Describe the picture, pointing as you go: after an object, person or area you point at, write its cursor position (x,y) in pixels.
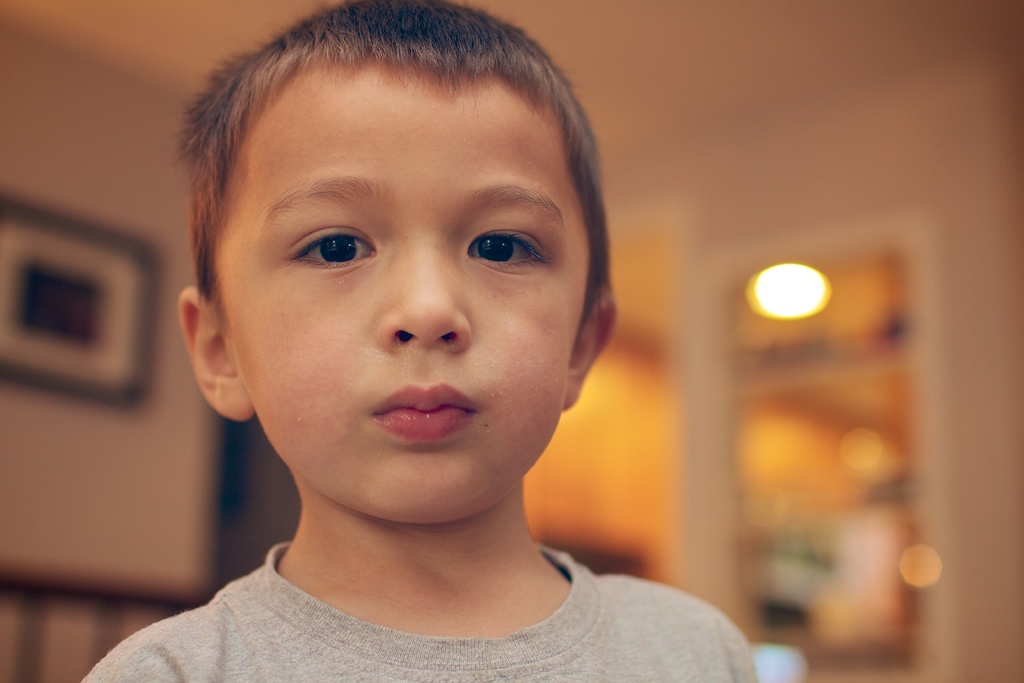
In this image, I can see a boy (559,614). On the left side of the image (140,405), I think this is a photo frame (92,326), which is attached to the wall (90,201). The background (720,497) looks blurry.
